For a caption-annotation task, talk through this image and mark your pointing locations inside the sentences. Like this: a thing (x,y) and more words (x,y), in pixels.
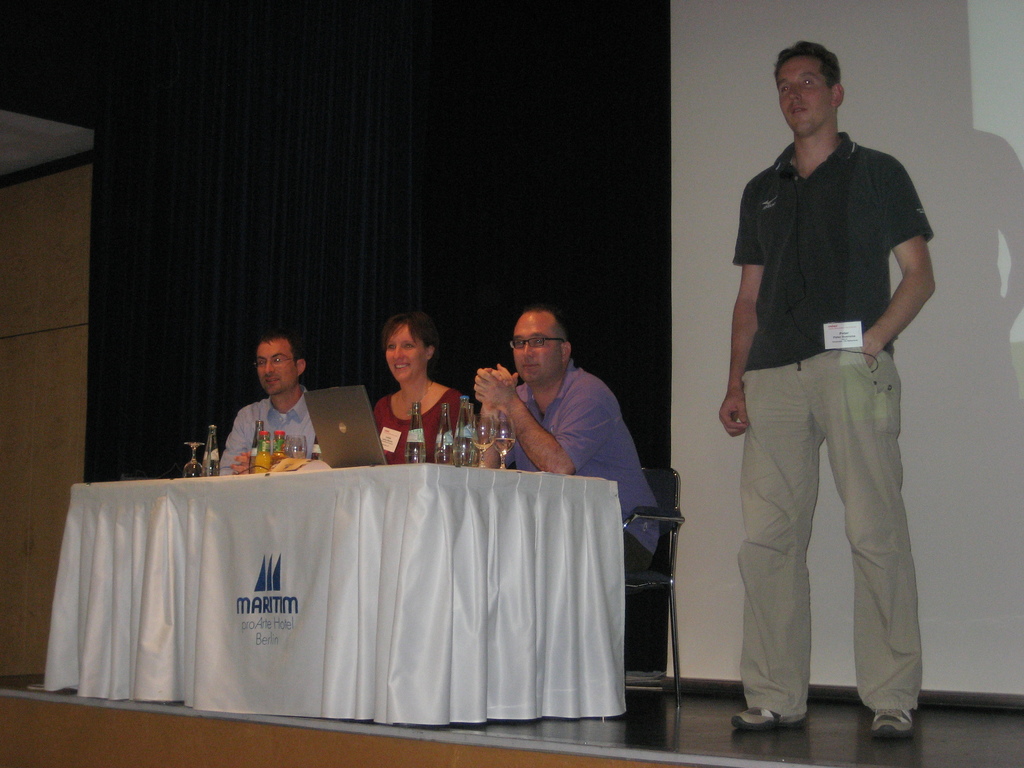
There are three people (553,419) sitting on the chairs (656,515) and one person (794,350) is standing. This is a table (320,547) covered with white cloth (439,604). There is a laptop (338,446), bottles (464,433), and a wine glass (193,465) placed on the table (360,473). At background (255,250) I can see a black colored cloth (399,240) hanging through the wall (561,256).
